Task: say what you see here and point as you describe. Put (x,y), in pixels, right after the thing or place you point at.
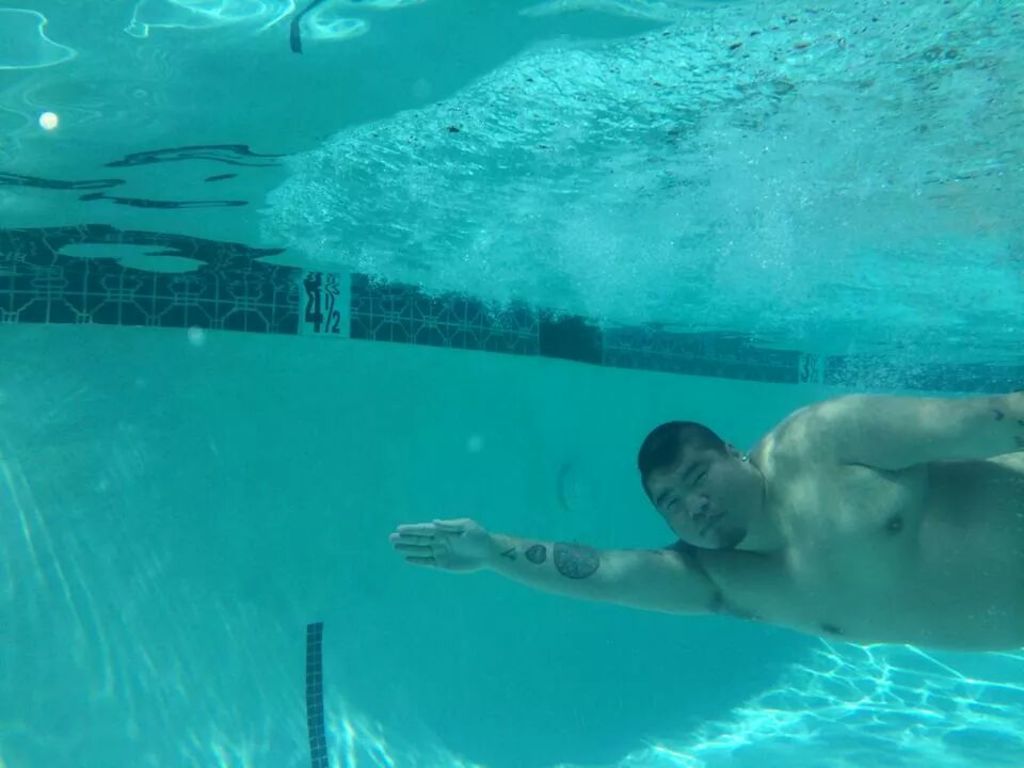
In the picture I can see a person (774,555) under the water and there is something written in the background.
